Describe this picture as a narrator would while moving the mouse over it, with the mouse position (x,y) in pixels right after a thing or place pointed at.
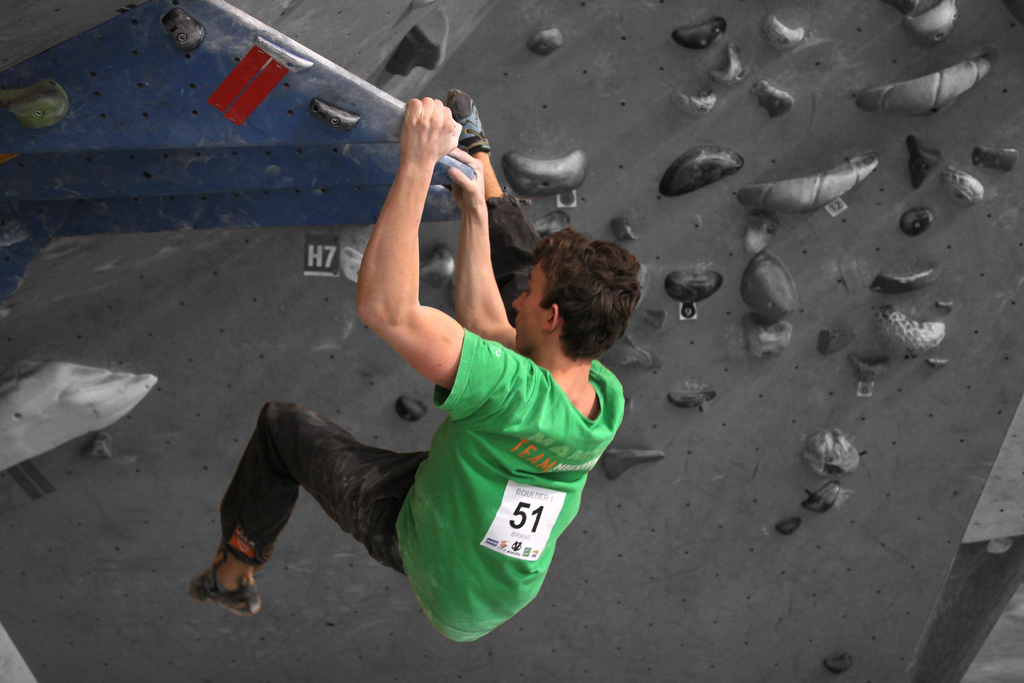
In this picture we can see a man (519,396) wearing a green t-shirt (565,454) and he is holding blue color object (463,166) which is fixed on the wall (947,416). In the background (949,430) we can see a platform (867,193) and few objects (917,273) on it.
